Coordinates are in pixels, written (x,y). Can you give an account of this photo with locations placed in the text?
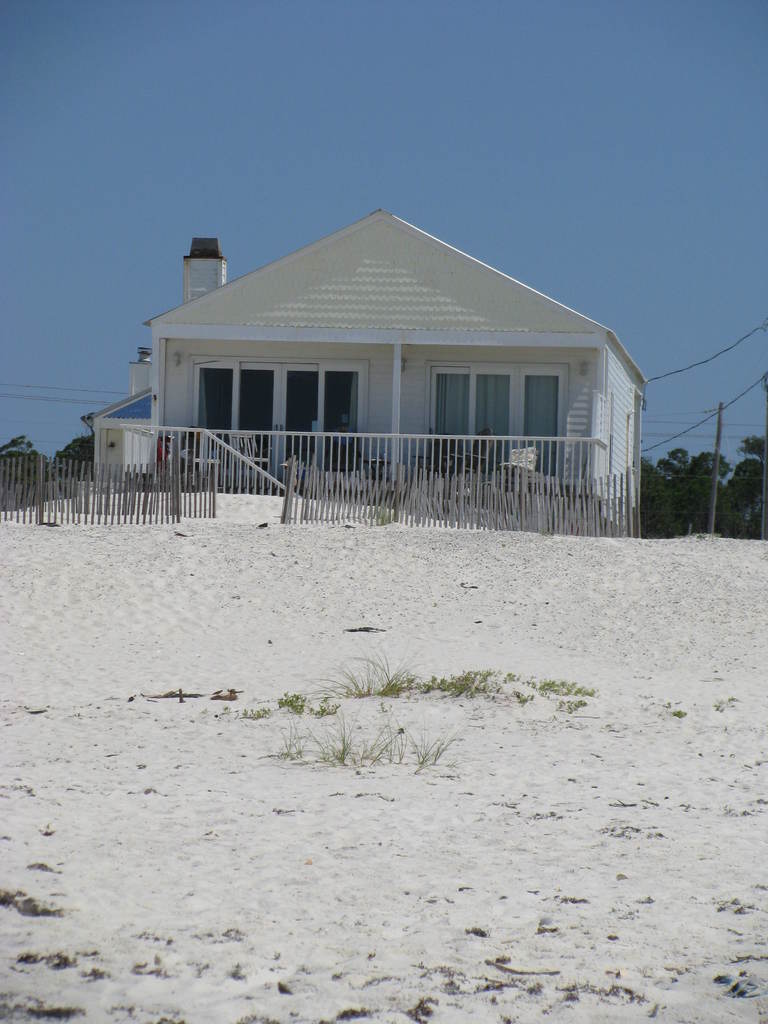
In this picture there is a house (317,286) and a boundary (571,496) in the center of the image (350,408) and there are trees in the background area of the image (751,439), there is sandy floor (340,731) at the bottom side of the image (469,731), there are wires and a pole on the right side of the image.
